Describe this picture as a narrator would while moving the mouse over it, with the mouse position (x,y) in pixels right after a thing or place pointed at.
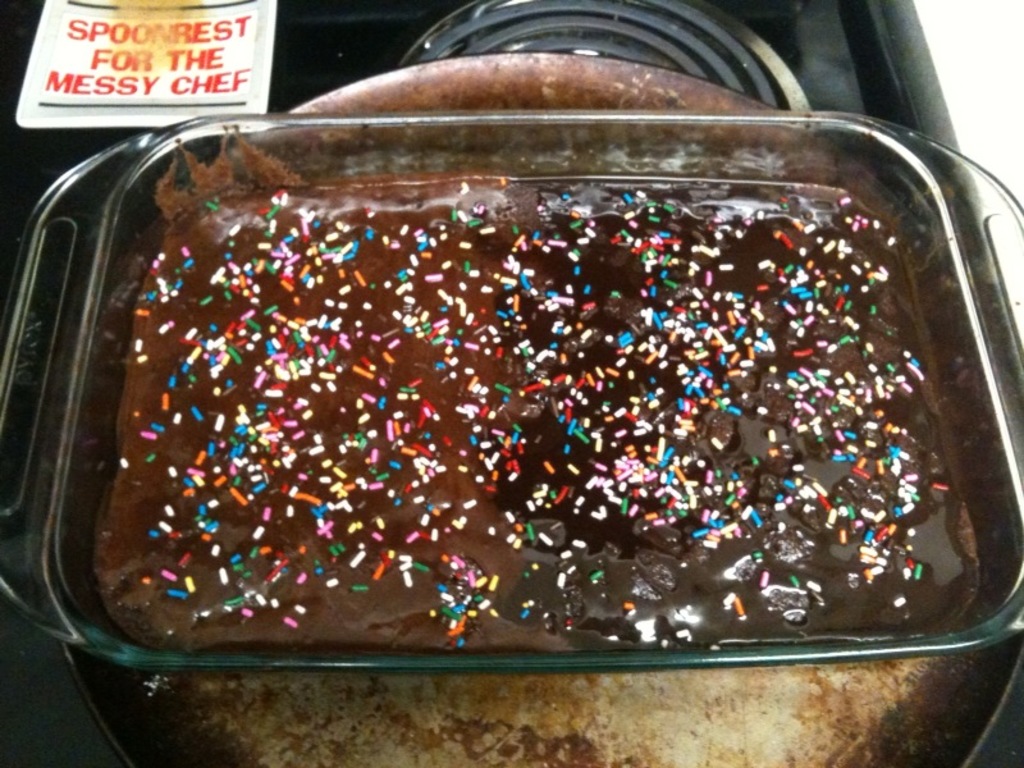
In this picture we can see food (757,270), here we can see a name card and bowls (490,664).
